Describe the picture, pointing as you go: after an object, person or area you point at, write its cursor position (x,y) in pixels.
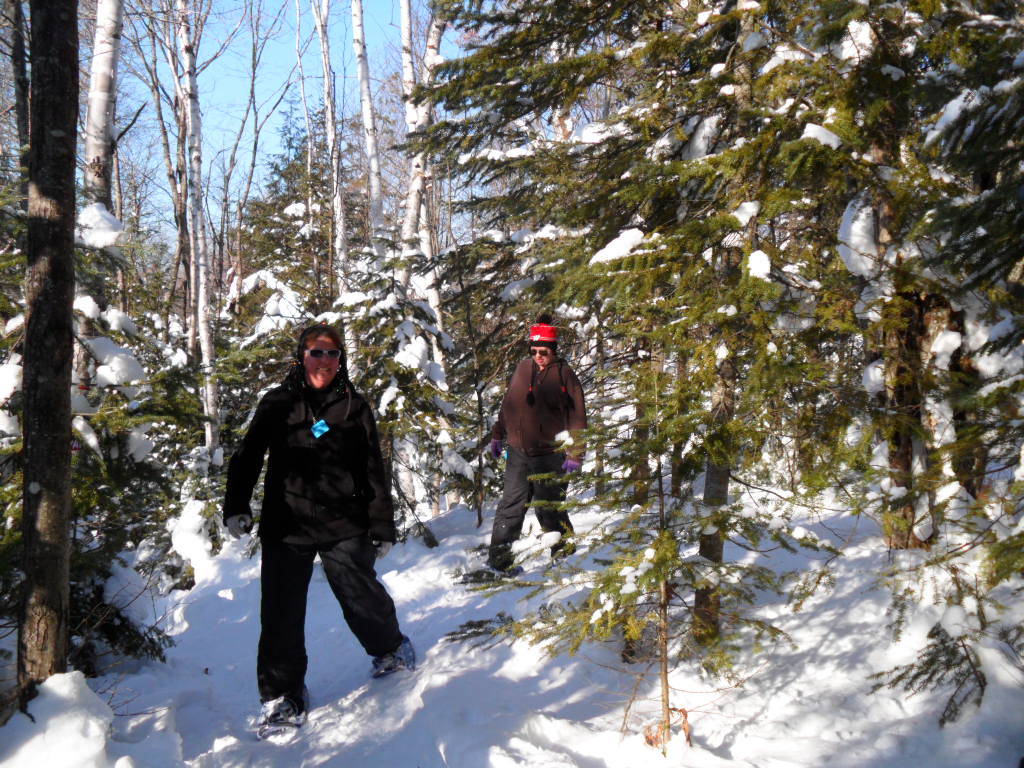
There are two people (325,453) walking. These are the trees (421,268), which are partially covered with the snow (366,268). Here is the snow (428,725).
